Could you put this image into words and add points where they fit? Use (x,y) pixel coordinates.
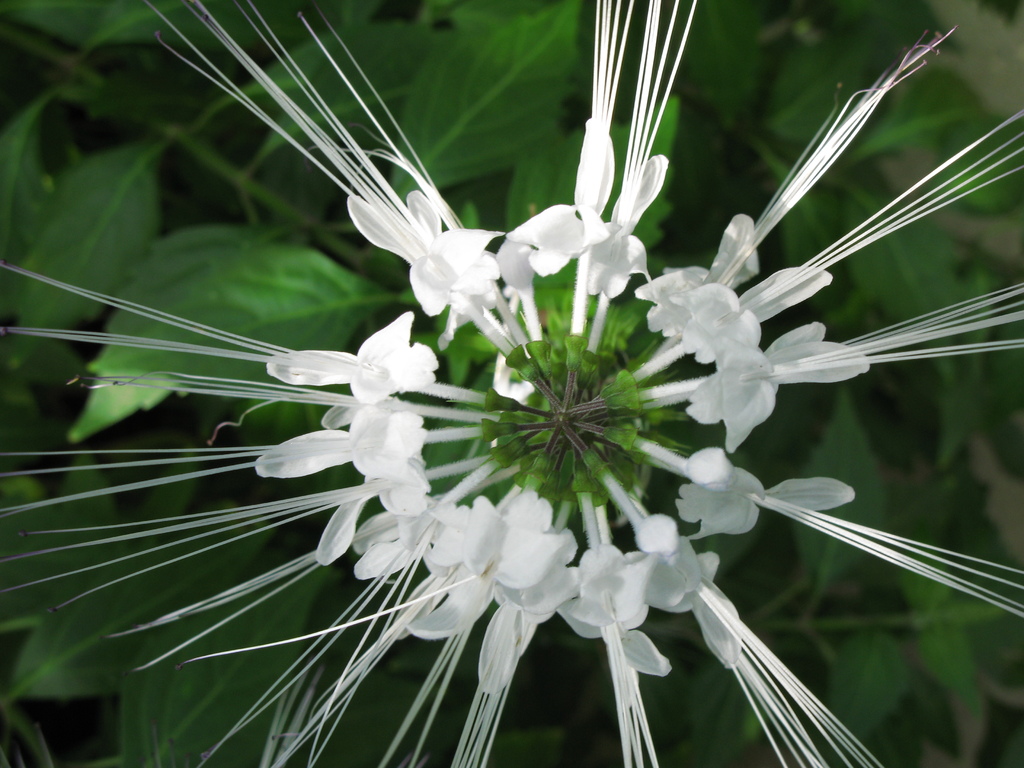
This is a zoomed in picture. In the center (412,506) there is a white color flower (742,391). In the background (266,170) we can see the leaves (874,462) of a plant (88,671).
